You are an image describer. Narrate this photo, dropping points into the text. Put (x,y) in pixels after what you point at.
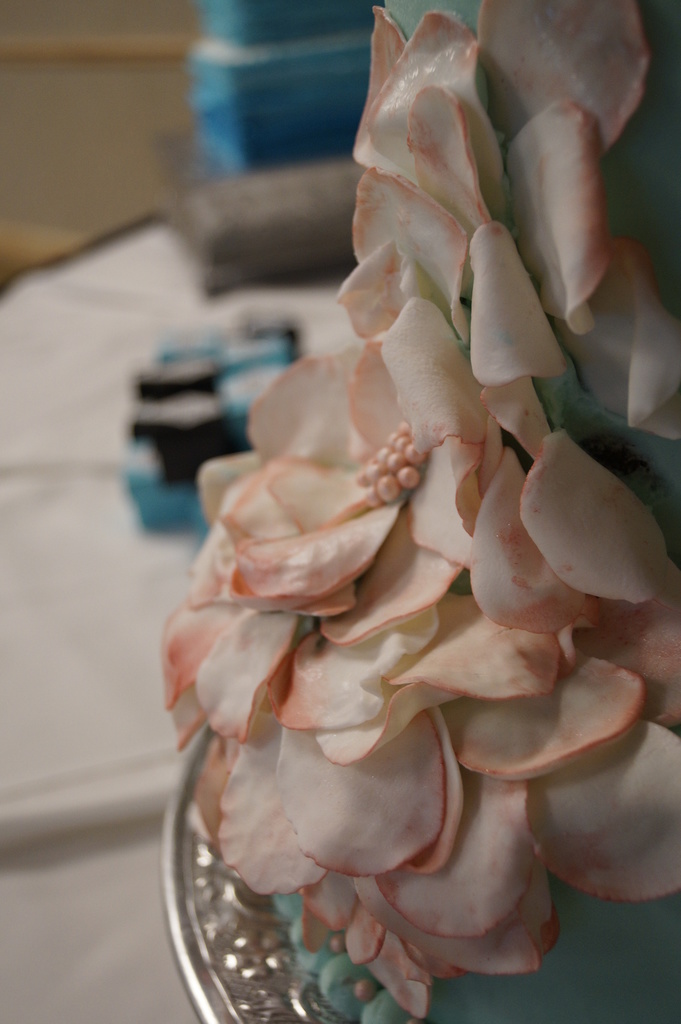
In this image we can see a part of a cake (473,598) which is placed on the surface (138,884).
